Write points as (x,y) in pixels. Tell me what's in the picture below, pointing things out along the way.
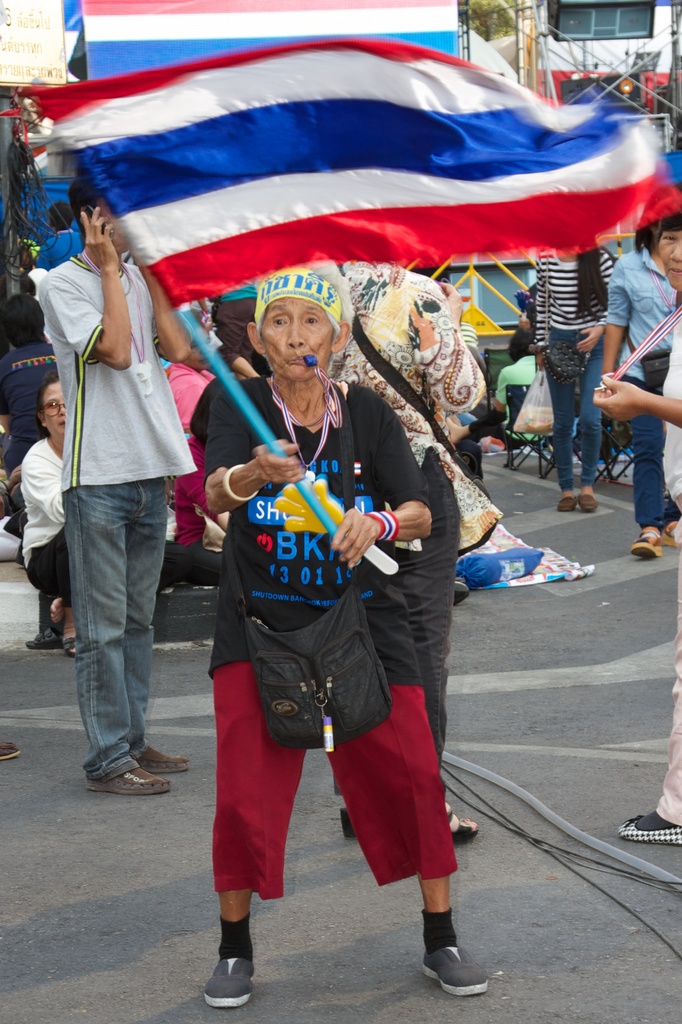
The picture is taken outside a city (627,522), on the road (63,887). In the foreground of the picture (267,890) there is an old woman (415,718) waving a flag (207,206), behind her there are many people (453,313), chairs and vehicles (500,288). In the foreground (530,810) there are cables (462,784). It is sunny.
